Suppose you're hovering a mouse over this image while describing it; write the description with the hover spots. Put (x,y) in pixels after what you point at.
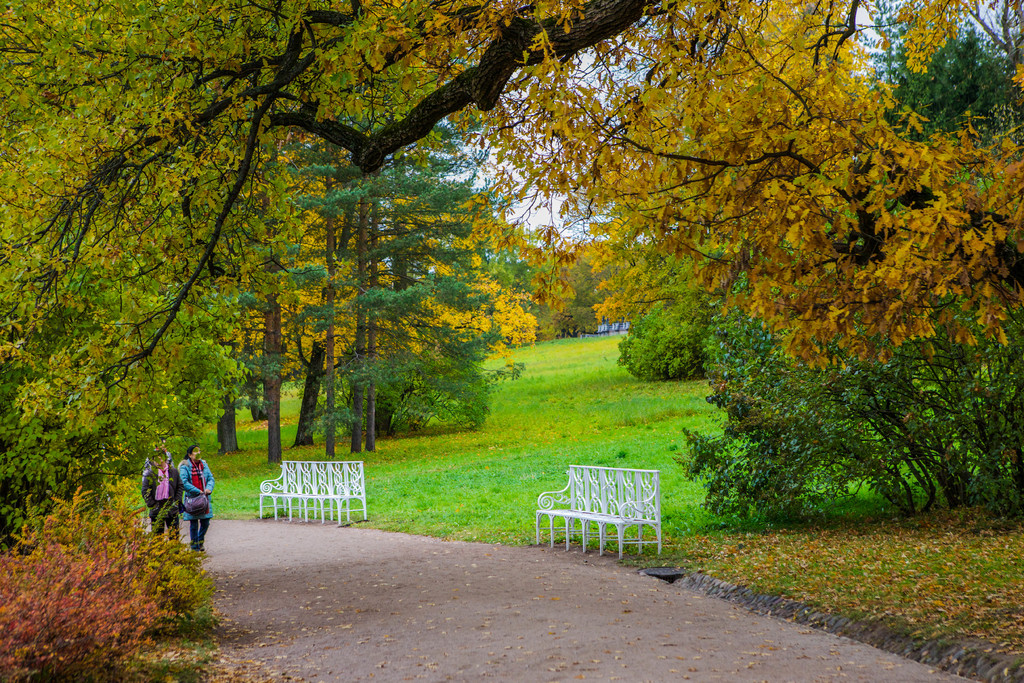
In this image I can see few people (162,496) are on the road (243,550). These people (200,518) are wearing the different color dresses (173,486) and I can see one person (184,497) wearing the bag (185,503). To the side of the road (258,558) there are white color benches (343,509) and the trees (472,328). In the background (543,157) I can see the sky (546,213).
